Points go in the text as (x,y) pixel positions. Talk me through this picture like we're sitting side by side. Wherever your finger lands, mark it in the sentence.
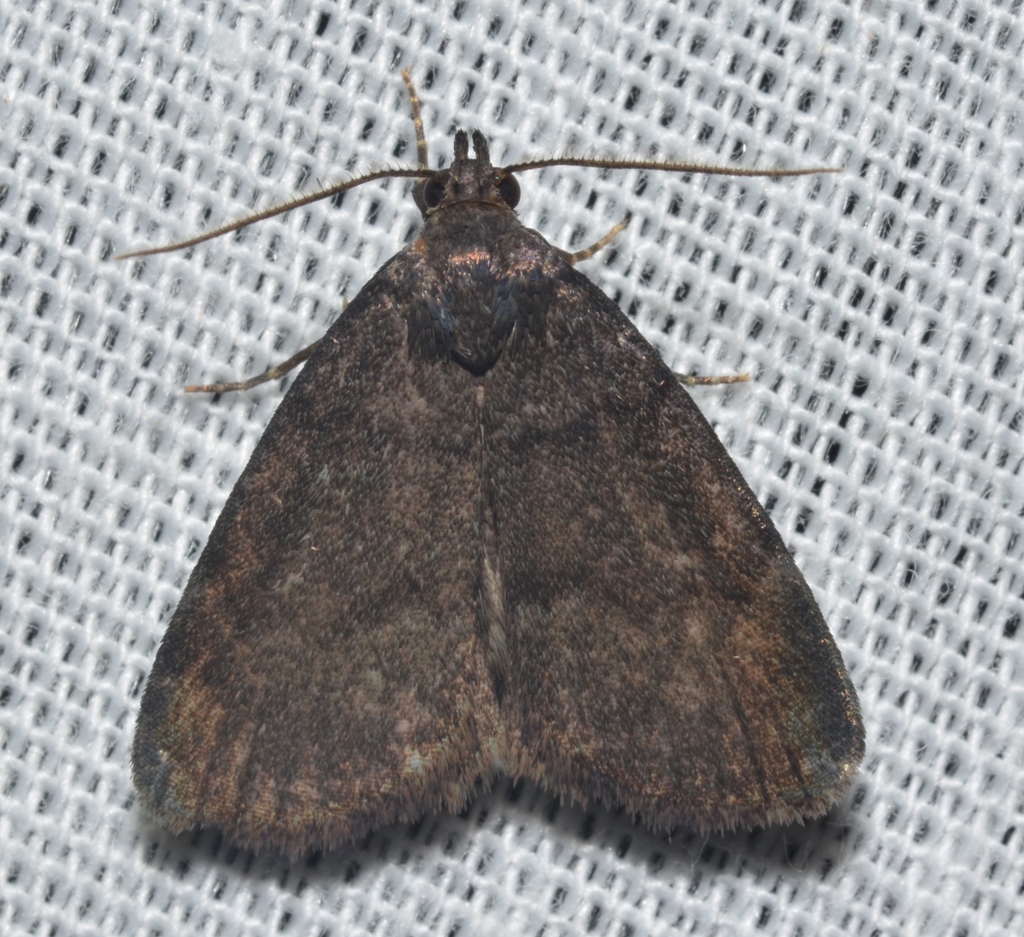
In this image there is a moth (754,706) on the white fabric (117,647).
